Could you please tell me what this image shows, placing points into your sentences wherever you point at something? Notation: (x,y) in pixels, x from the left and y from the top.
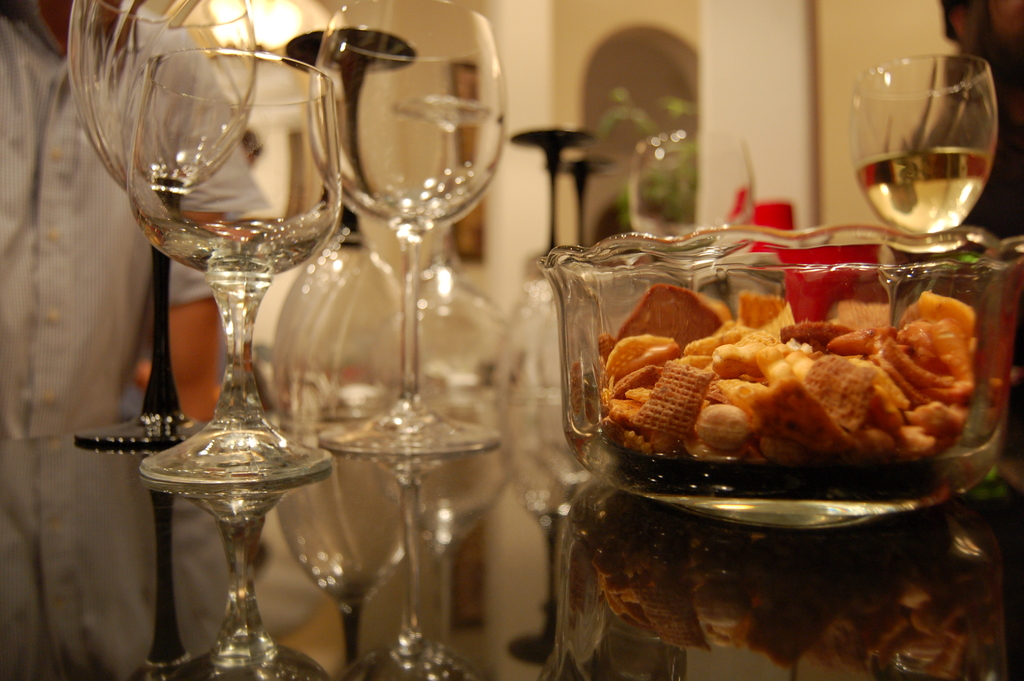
In this image there are a few glasses (308,251), a bowl (863,346) with food item (846,331) arranged on the glass table (231,485), in front of the table (336,595) there is a person (130,225). In the background (650,130) there is a plant (637,166) and a frame (478,65) hanging on the wall (602,186).
